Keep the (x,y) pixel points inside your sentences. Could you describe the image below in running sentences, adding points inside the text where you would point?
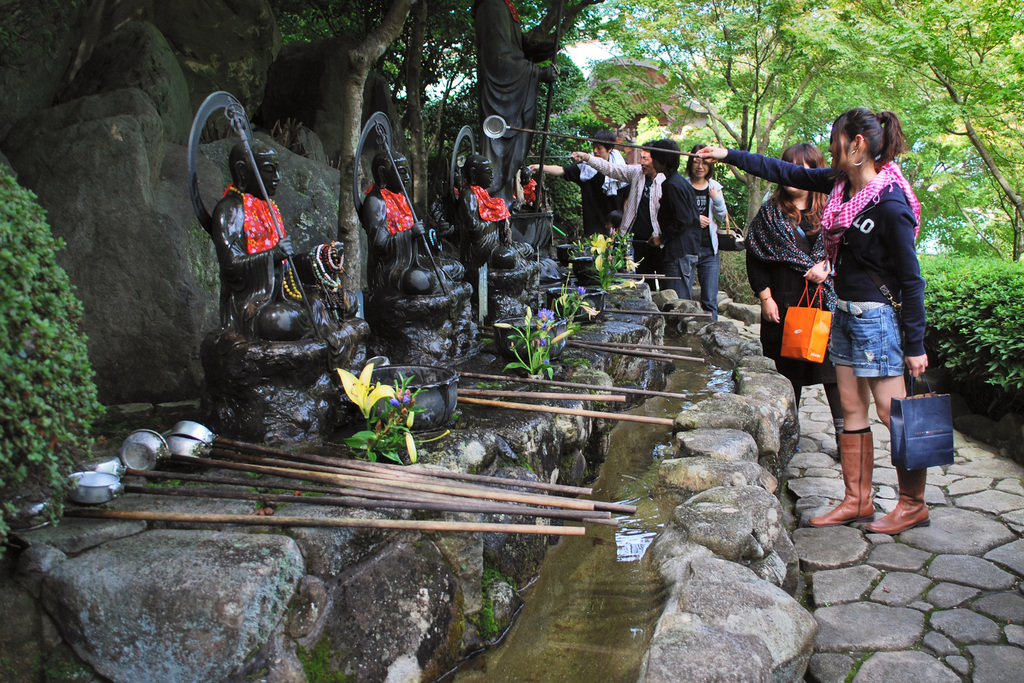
In this image I can see people (882,347) standing on the right (853,239), holding sticks (508,128) in their hands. There are plants (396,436) behind them. There are stones (679,308) and water (563,672) in the center (681,332). There are sculptures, sticks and rocks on the left (333,646). There are buildings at the back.
